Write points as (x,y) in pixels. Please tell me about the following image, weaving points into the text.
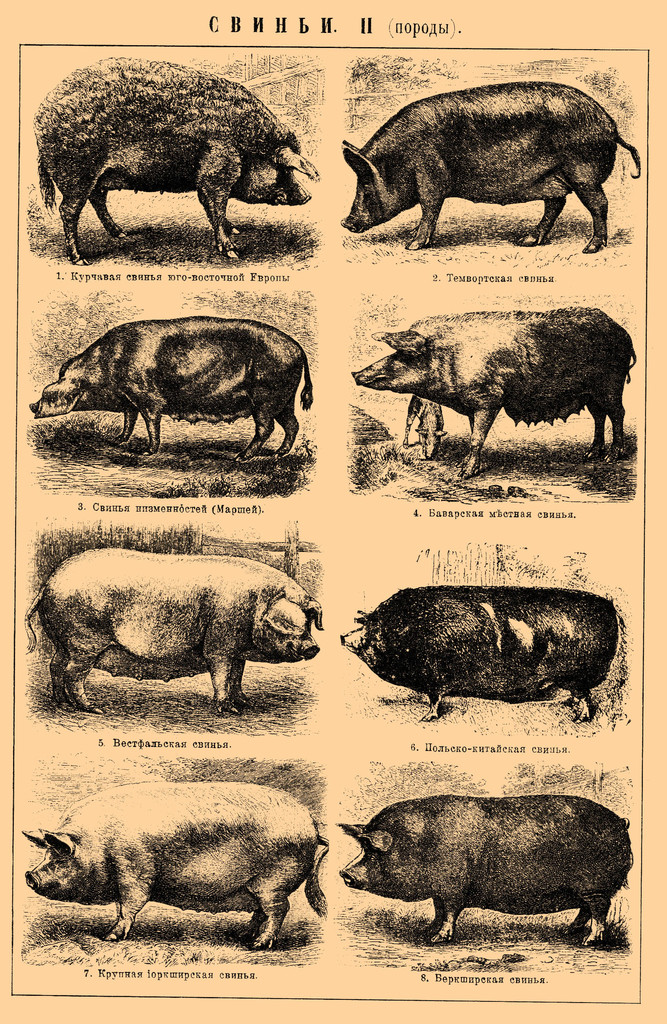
This picture shows a paper (204,620) and we see types of pigs (543,156) and text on it.
